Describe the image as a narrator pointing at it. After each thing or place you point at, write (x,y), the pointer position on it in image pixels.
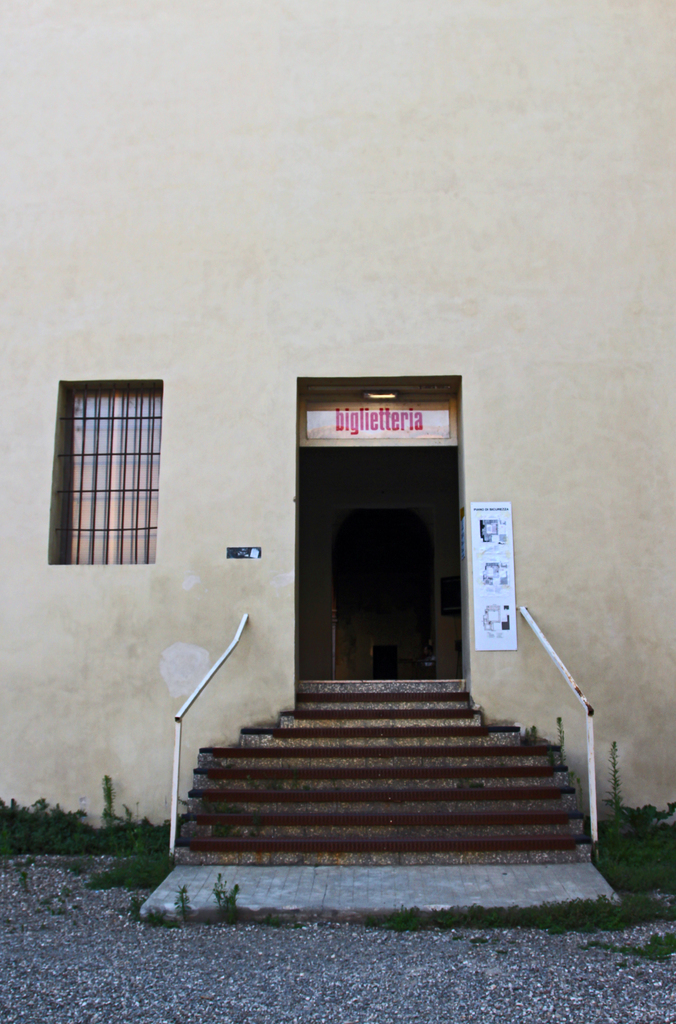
Here I can see a door (370,511) and a window (124,461) to a wall (363,247). In front of this door (388,636) there are few stairs (355,753) and hand-railings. At the bottom (273,960), I can see the ground (250,950). Beside the door (389,524) there is a poster (498,574) attached to the wall (590,407).
